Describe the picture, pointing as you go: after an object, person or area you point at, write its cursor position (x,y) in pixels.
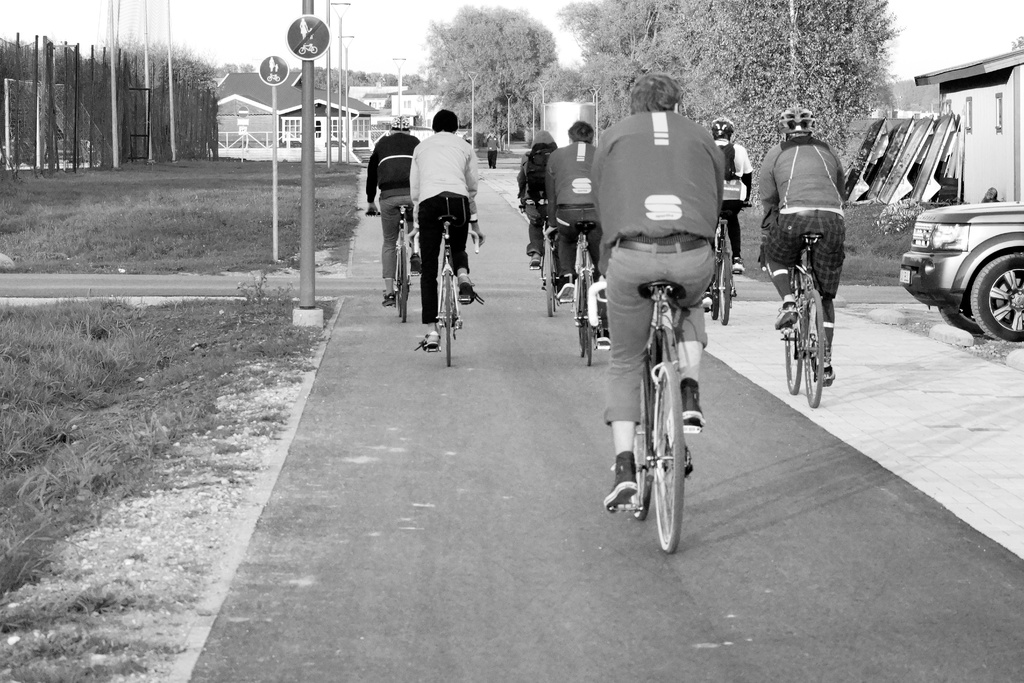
In this picture there are many people (385,187) riding a bicycle (659,452) on the road (397,401). In the right side (955,288) there is a car (955,288) parked. There is a pole (303,211) here. In the background (480,77) there are some trees (483,68) open land (208,162) and buildings (261,124). There is a sky (240,34) too.
